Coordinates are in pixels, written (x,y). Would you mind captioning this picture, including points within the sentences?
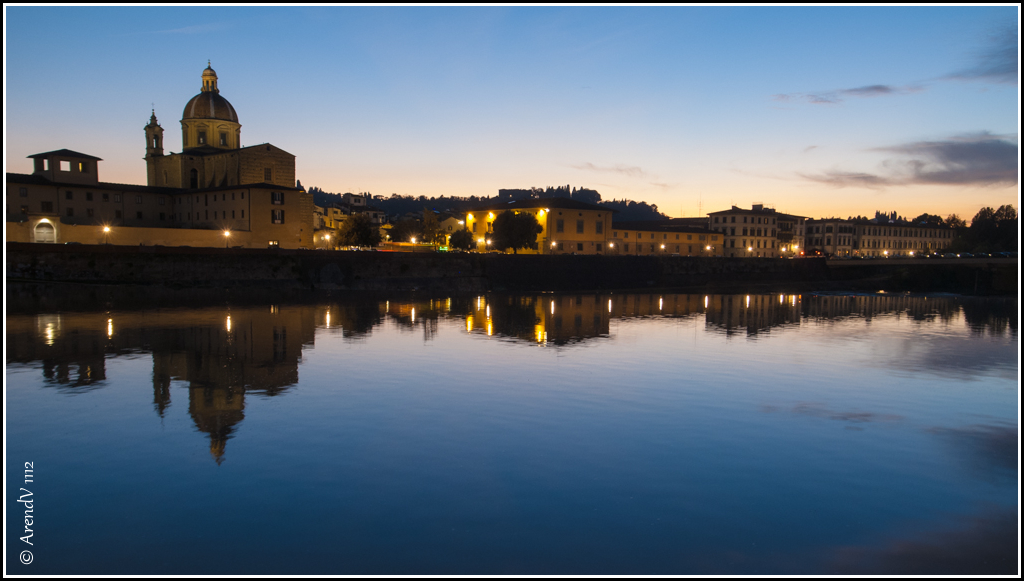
In this image there is water (598,423) at the bottom (524,418). In the background (178,180) there are so many buildings (496,214) with the lights (415,239). At the top (502,43) there is the sky (493,49). There are trees (600,196) in between the houses (750,227).
